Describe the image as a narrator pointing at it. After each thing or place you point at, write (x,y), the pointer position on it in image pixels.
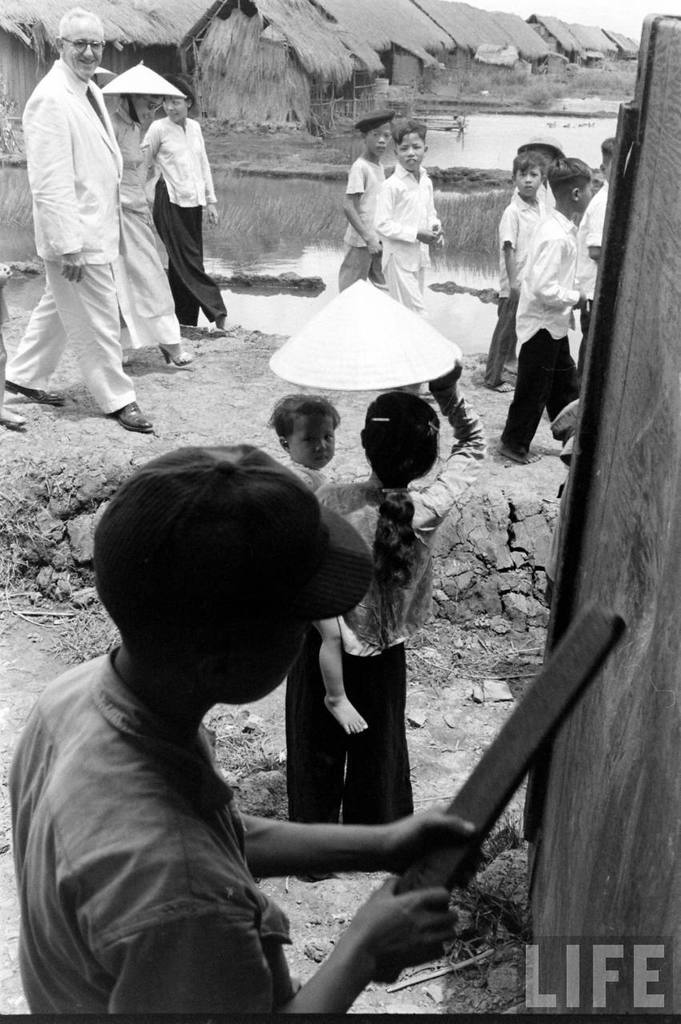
In the picture we can see a muddy path (506,947) and some children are walking on it and behind them, we can see a man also walking and besides them, we can see some huts (232,80) with dried grass (298,55) and near the huts (305,39) we can see water (471,140) and grass plants (266,228).
